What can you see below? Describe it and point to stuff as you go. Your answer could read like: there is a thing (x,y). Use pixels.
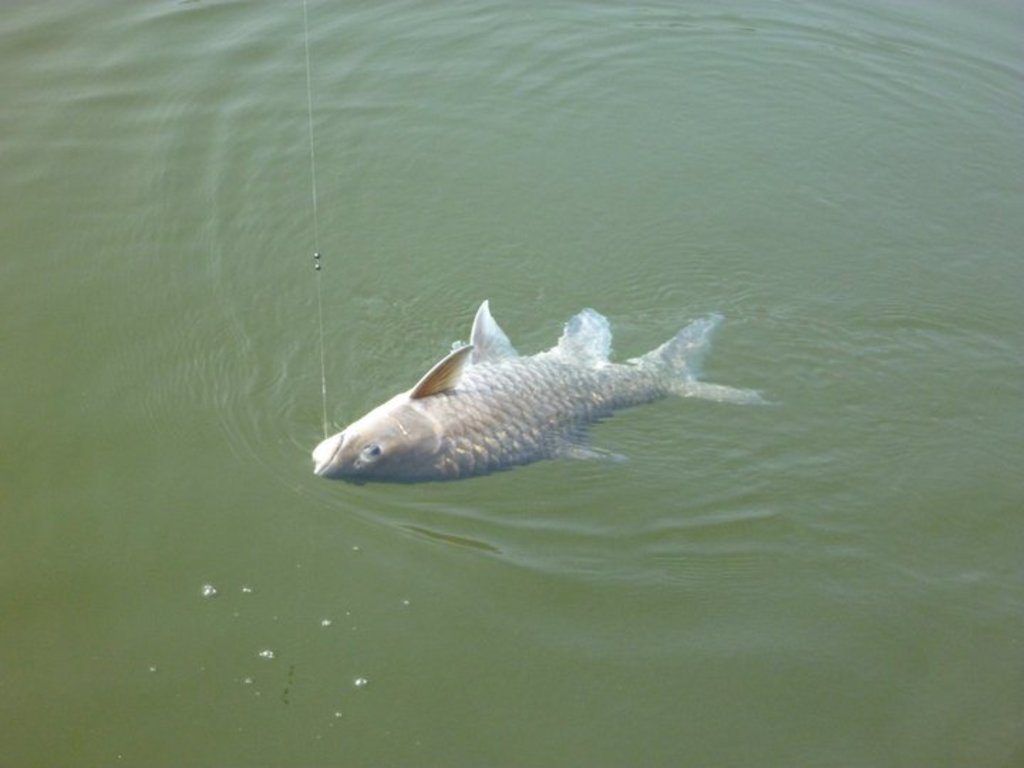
In this image I can see a fish (424,444) caught by a hook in water (316,361).
